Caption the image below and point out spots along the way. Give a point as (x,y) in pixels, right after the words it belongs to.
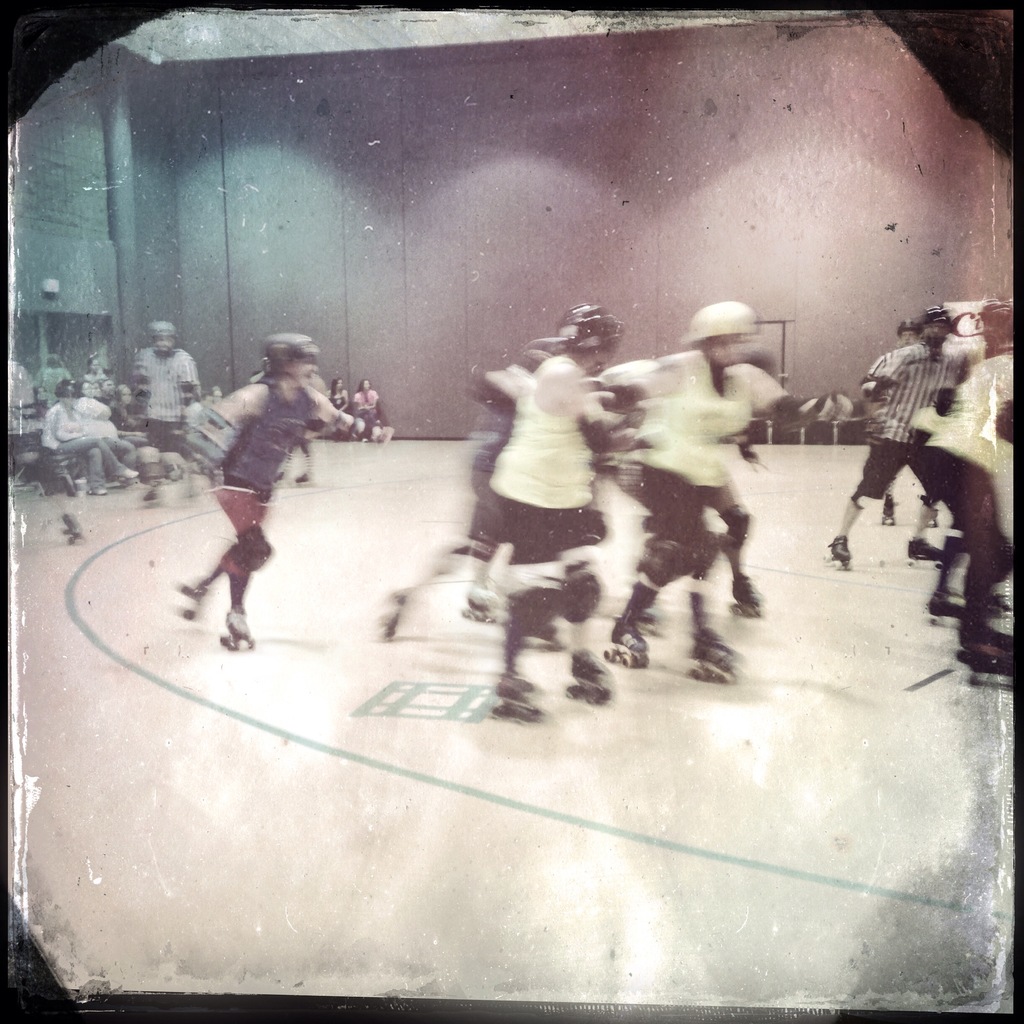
In this image we can see people (723,440) wearing the helmet (997,317) and skating with the roller skates (699,656) on the surface (605,815). In the background (346,166) we can see the wall (485,87). We can also see the people (345,403) sitting on the chairs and the image has borders (1012,839).
